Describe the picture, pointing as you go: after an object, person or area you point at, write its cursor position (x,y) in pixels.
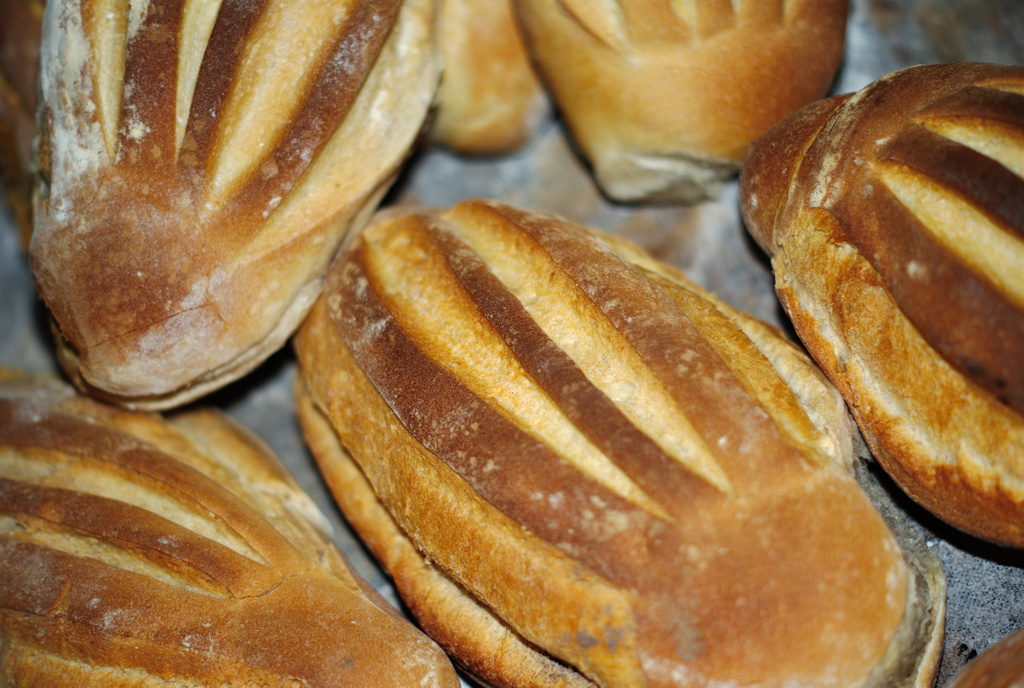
In this image I can see few food items (645,82). I can see color of these food items (364,246) are brown and I can see this image is little bit blurry from background (639,47).
